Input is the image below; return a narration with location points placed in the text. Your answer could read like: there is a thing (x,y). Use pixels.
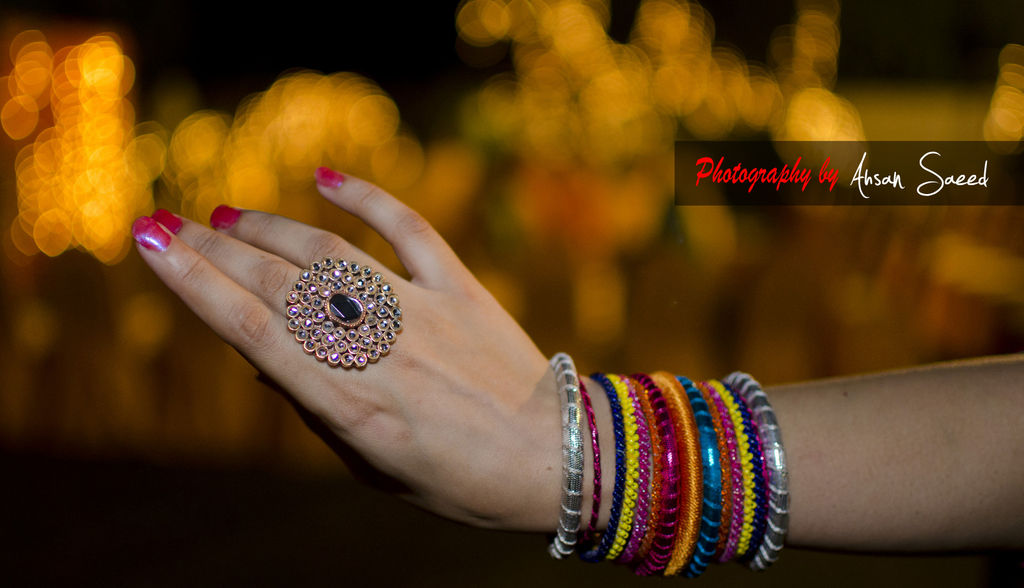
In the image we can see there is a hand (415,442) of a person (977,443) and there are bangles (648,448) on his hand (534,441). There is a hand ring (337,321) and there is a mirror (347,311) in the middle of the hand ring (339,313). There is pink colour nail polish (149,235) on the nails (136,226) of a person (353,398).
